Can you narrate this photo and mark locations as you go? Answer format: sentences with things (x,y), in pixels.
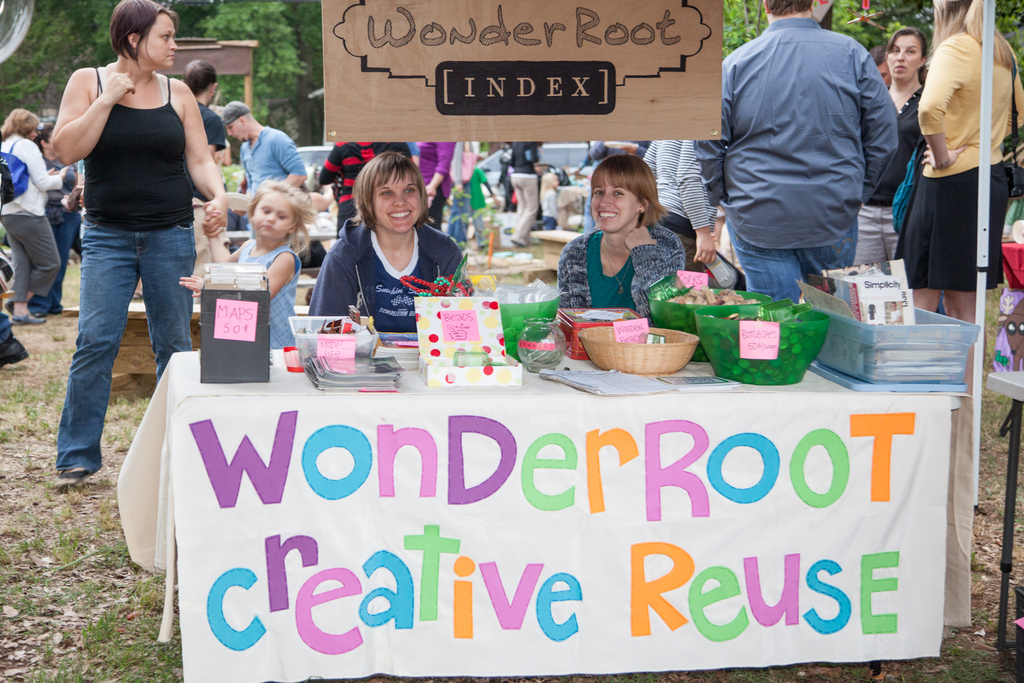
In this image we can see many people (256,217). There are many tables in the image. There are many objects (717,314) in the image. There is some text (429,545) on the table cloth (678,530). There are few persons (141,105) carrying objects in the image.
